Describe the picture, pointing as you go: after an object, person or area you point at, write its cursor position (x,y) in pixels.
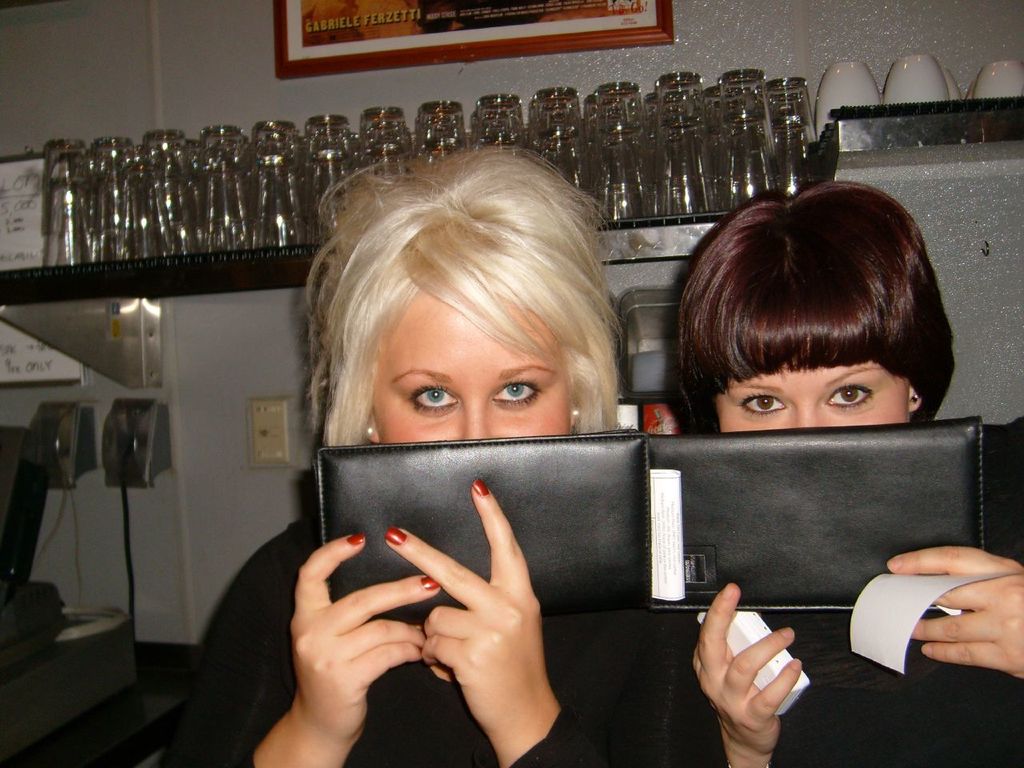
In this image there are two women (565,663) holding the pads (638,479) in their hands (510,566), in the background (985,343) there is a wall (992,311), for that wall (966,183) there are shelves (74,280), in that shelves (74,280) there are glasses (365,166) and there is a photo frame (386,41).
